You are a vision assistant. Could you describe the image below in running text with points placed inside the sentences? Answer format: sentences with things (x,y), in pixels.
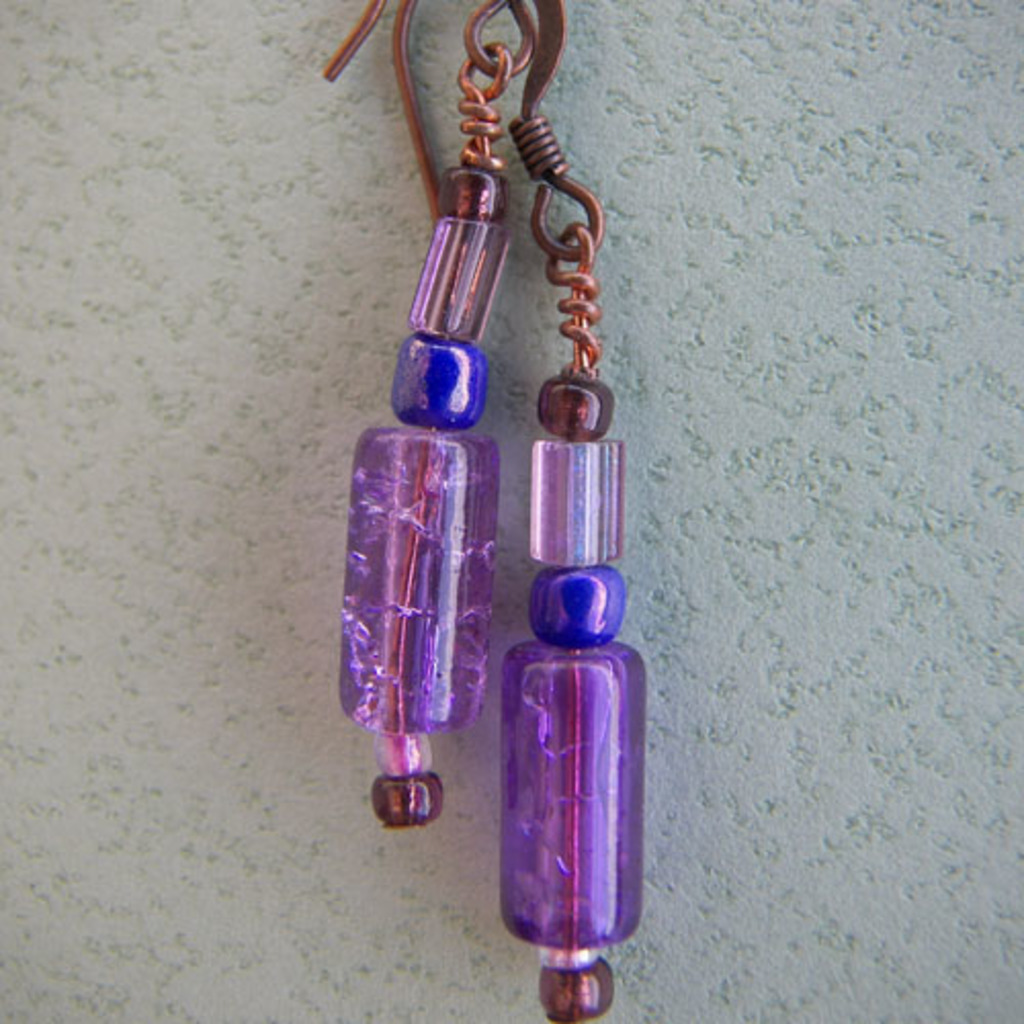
In this picture I can see couple of earrings (483,121) and I can see a wall (295,990) on the background (359,322).
